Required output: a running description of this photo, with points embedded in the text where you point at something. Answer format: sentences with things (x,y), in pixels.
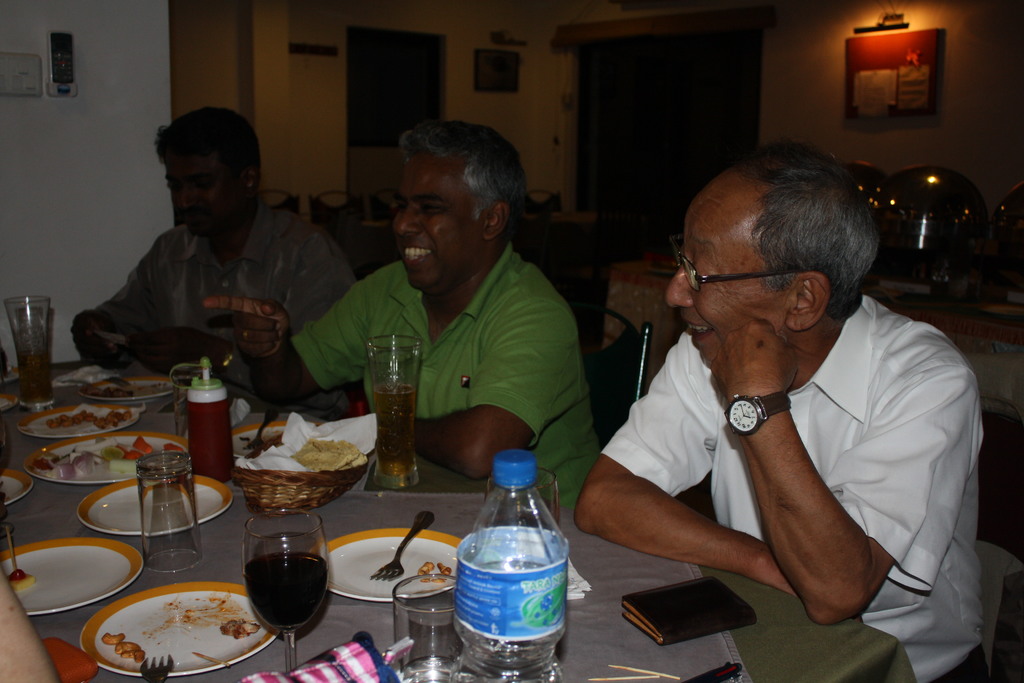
In this picture we can see three man (374,284) sitting on chair (615,426) and smiling and in front of them we have table (56,374) and on table (340,505) we can see plate (241,601), fork (410,536), glass (409,594), bottle (495,534), basket (288,471) with some food (328,441) in it and in the background (58,269) we can see wall (118,46), door (426,79), light (893,13), board (886,89).
